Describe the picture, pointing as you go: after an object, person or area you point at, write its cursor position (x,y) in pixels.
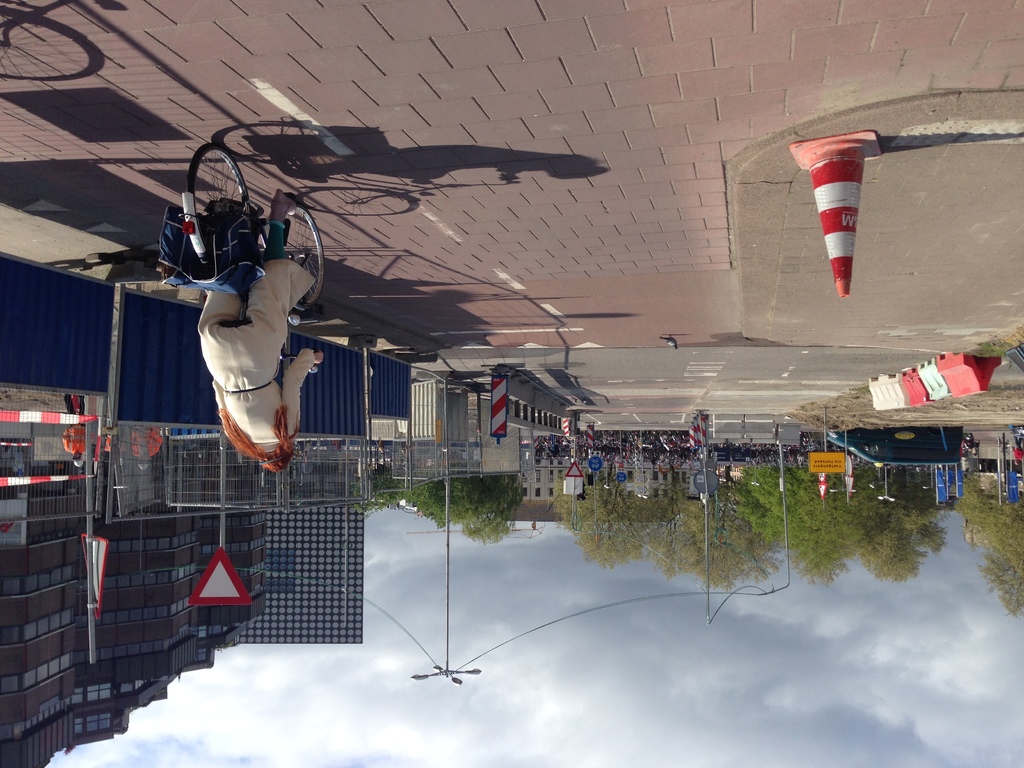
In this picture I can see a person (226,304) on a cycle (206,203) in front (219,180) and I see the path (485,180) and I can see a traffic pole (837,205) on the right (854,190). In the middle of this picture (450,405) I can see number of buildings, poles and number of trees (814,531). In the background (620,582) I can see the sky (654,662) which is cloudy and I see that this is an inverted image.
